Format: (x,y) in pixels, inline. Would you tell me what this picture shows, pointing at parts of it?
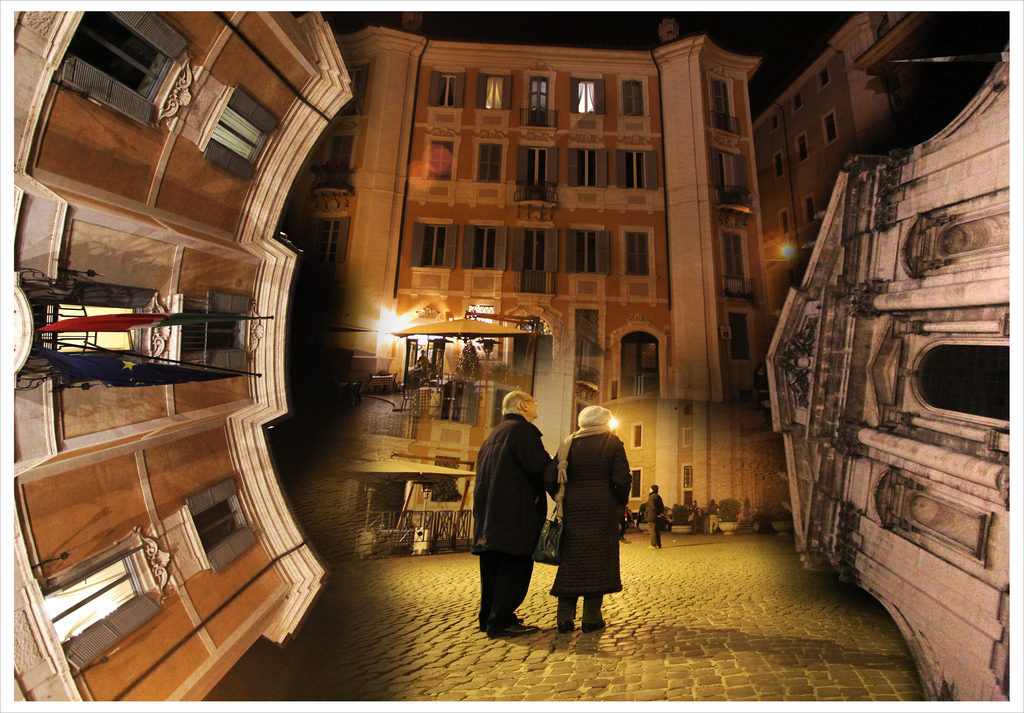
It is an edited image. And we can see the buildings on the left (49,668) and right side of the image (837,149). On the left side building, we can see flags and windows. In the center of the image (619,465) we can see two persons (585,537) are standing and the right side person (569,551) is holding some object (543,530). In the background (616,308), we can see buildings (641,139), windows (643,184), sheds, plant pots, plants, few people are standing and a few other objects (381,318).
